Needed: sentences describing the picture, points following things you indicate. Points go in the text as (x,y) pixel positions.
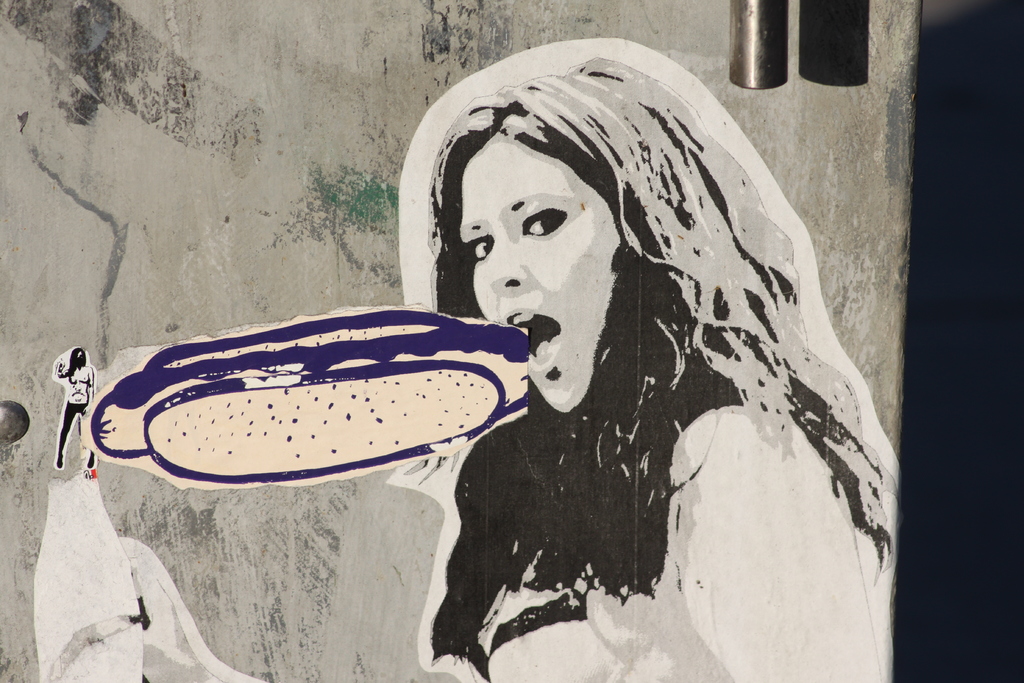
In this image, we can see some art (509,396) on the wall (814,246). We can also see an object (776,0) at the top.
